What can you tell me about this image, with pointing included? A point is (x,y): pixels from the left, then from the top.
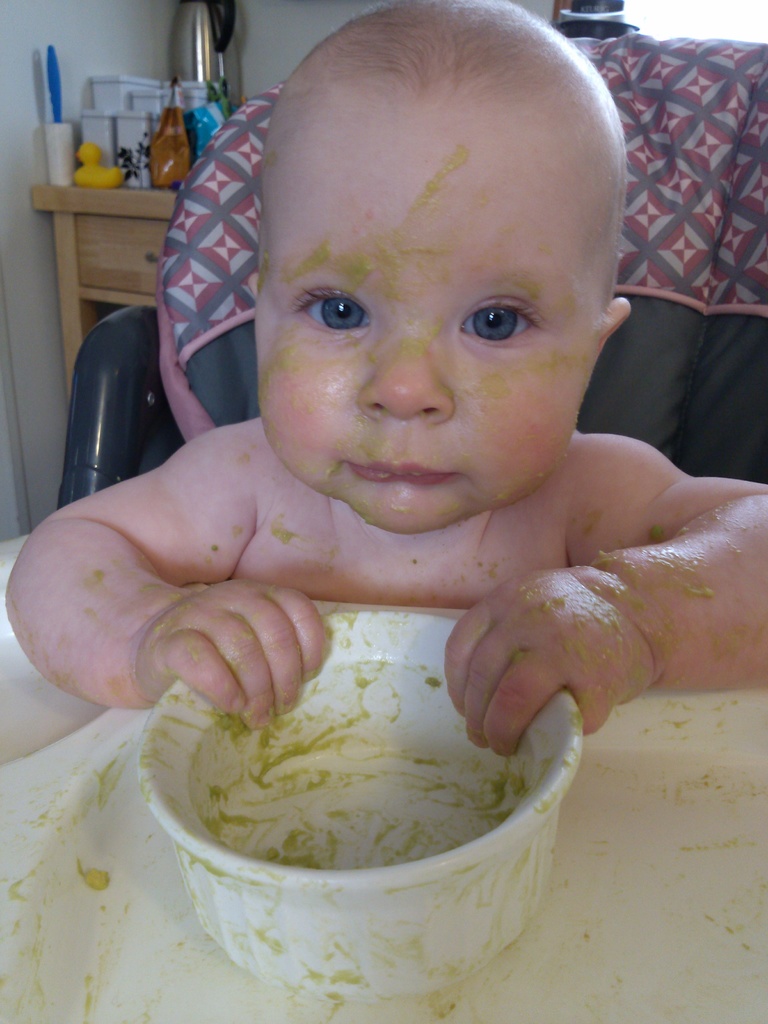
In this picture I can see there is a small infant (457,571) sitting on the chair (166,345) and there is a table (112,803) here, there is a bowl (337,893) on it and there is a table (98,271) in the backdrop (66,318) and there are few objects (148,144) placed on the table (78,261) and there is a window (682,3) on to right (645,13).
